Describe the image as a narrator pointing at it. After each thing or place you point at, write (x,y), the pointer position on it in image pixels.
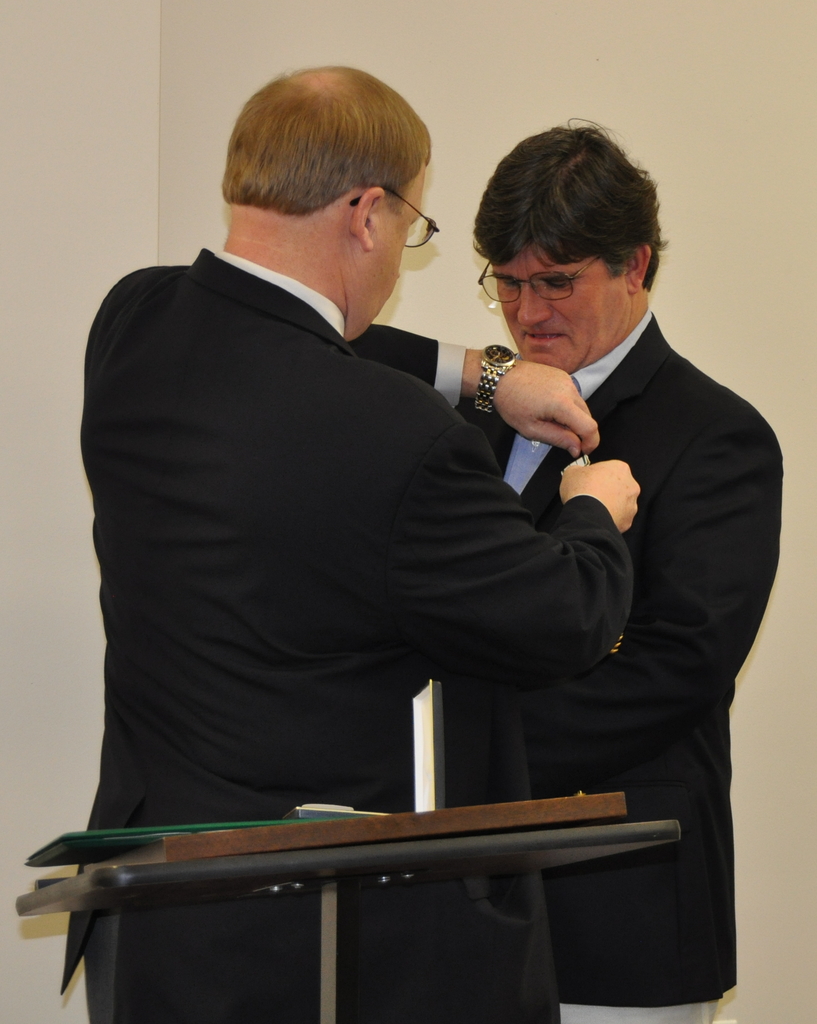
In this image I can see two men (234,765) in black dresses (282,664). I can also see they both are wearing specs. I can see watch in one man's hand (519,383).
